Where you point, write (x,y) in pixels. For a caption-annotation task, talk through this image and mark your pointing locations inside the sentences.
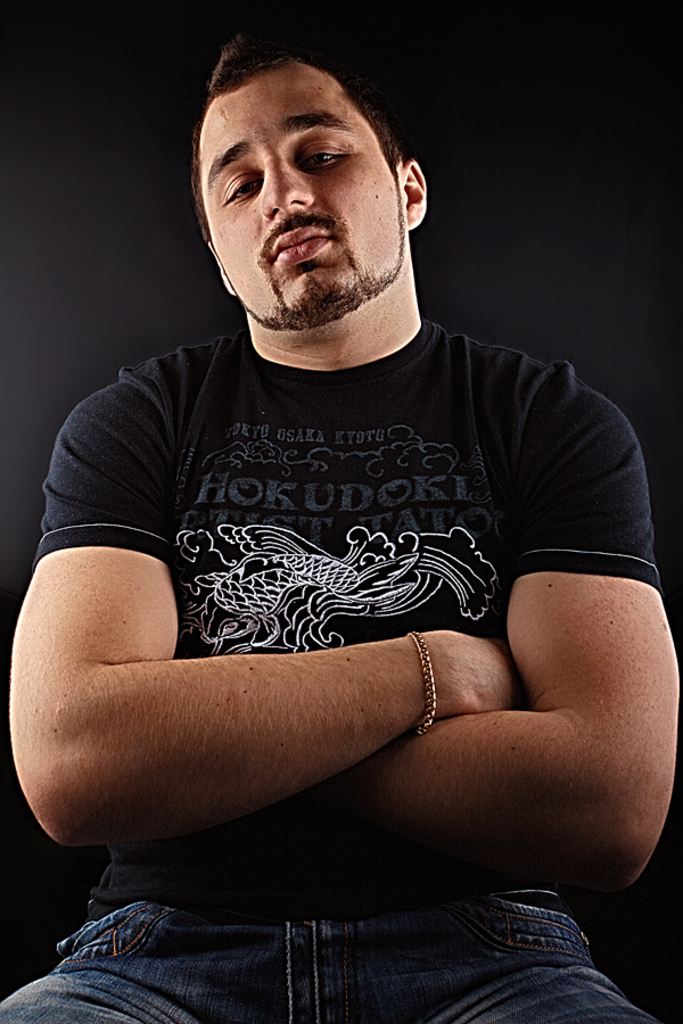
In this image we can see a man (417,687) wearing a bracelet (434,691). In the background (118,270) it is dark.
